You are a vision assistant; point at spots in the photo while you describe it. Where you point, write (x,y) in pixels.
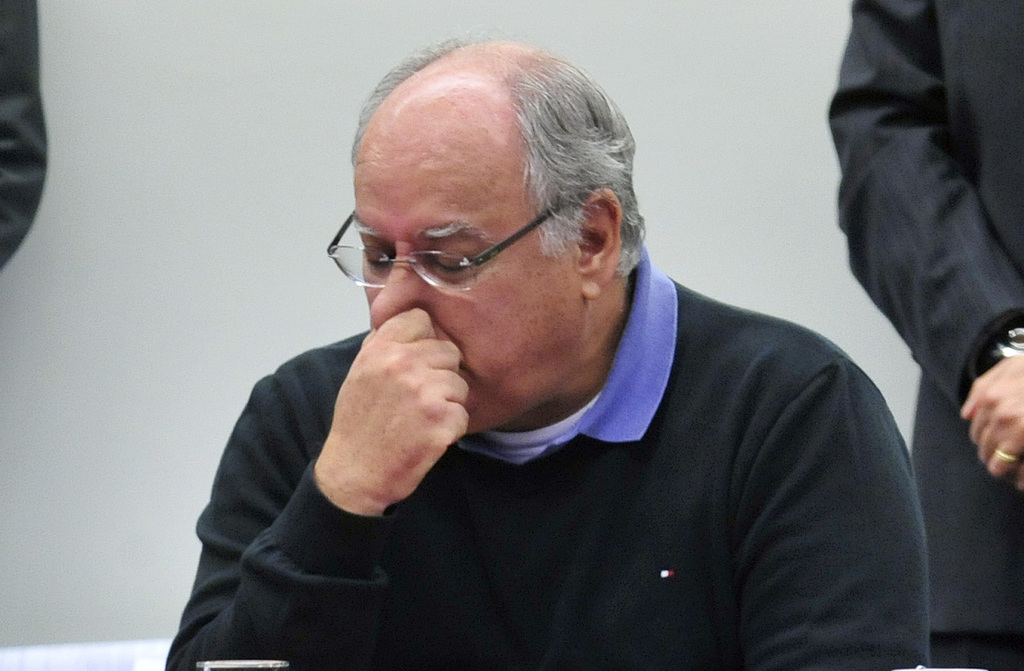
In this picture there is a person (537,400) sitting. On the right side of the image (976,7) there is a person (968,448) standing. On the left side of the image (26,219) there is a person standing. In the foreground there is a glass (239,662). At the back (198,335) there is a wall (190,330).
